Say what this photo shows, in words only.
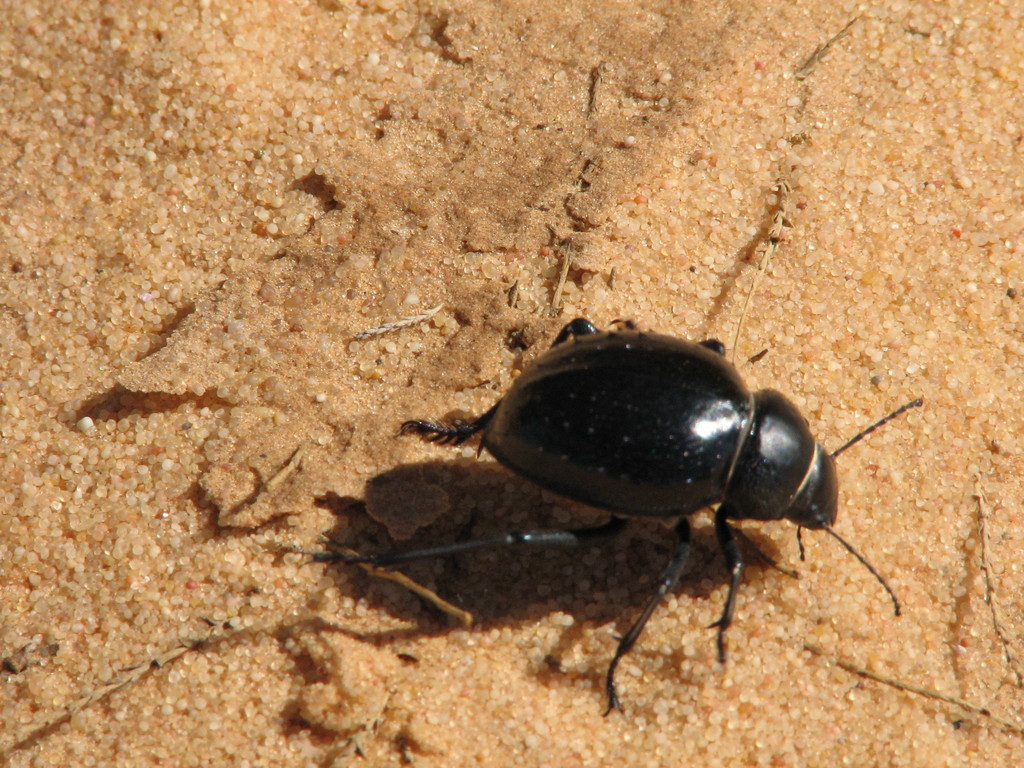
In the image we can see an insect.
